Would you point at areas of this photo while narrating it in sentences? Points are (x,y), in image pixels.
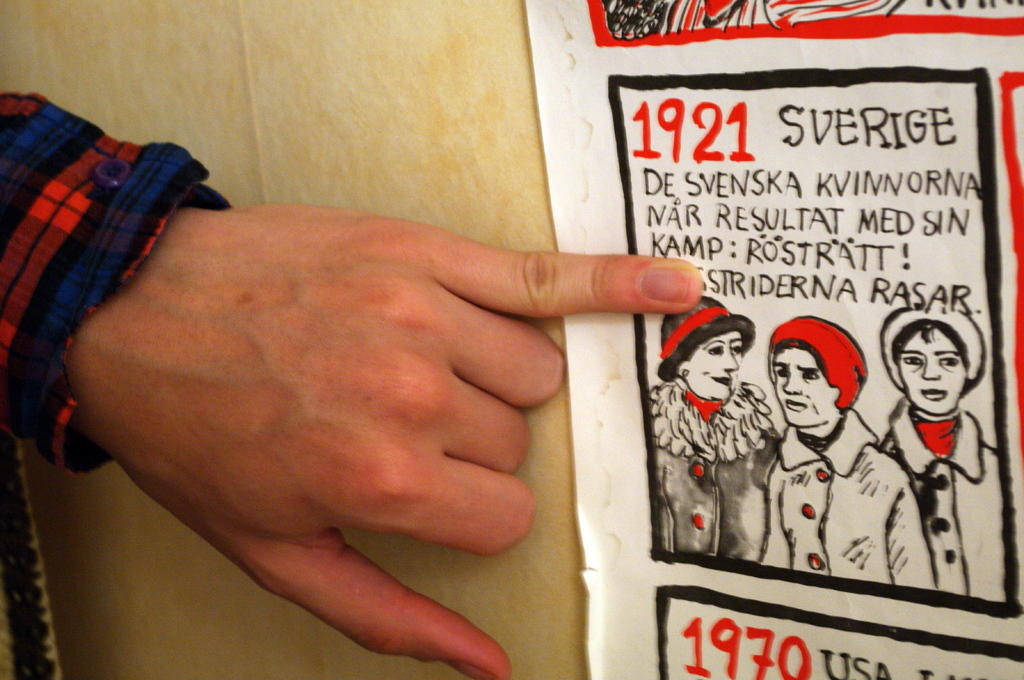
In this image a person's hand (198,281) is visible. Right side (694,410) there is a poster (796,407) having painting (835,434) of people (803,463) and some text (838,294). People (754,402) are wearing caps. Background (426,109) there is a wall (302,147).
